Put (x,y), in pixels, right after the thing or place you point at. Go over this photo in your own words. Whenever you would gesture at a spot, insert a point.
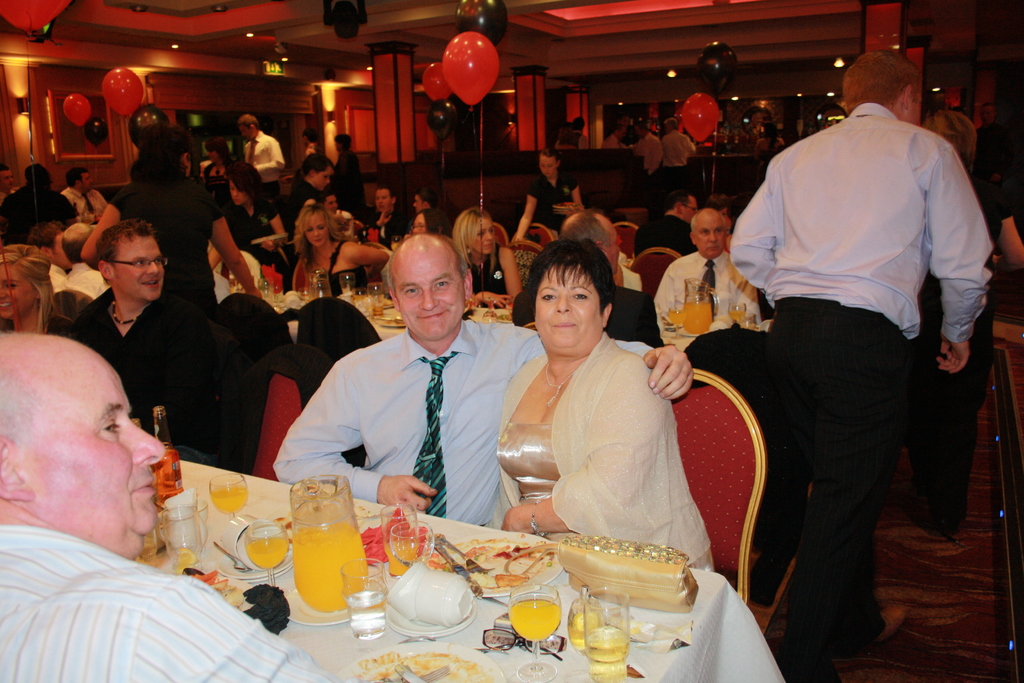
In this image I see number of people (541,173) and I see that most of them are sitting on chairs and I see tables (245,516) on which there are jugs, glasses (394,555) and plates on which there is food (443,564) and I see balloons (44,15) which are of red and black in color. In the background (991,85) I see the wall (960,95) and I see the lights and I see the path (926,556) and I see that this man (411,383) is smiling and I can also see these both of them are smiling.
